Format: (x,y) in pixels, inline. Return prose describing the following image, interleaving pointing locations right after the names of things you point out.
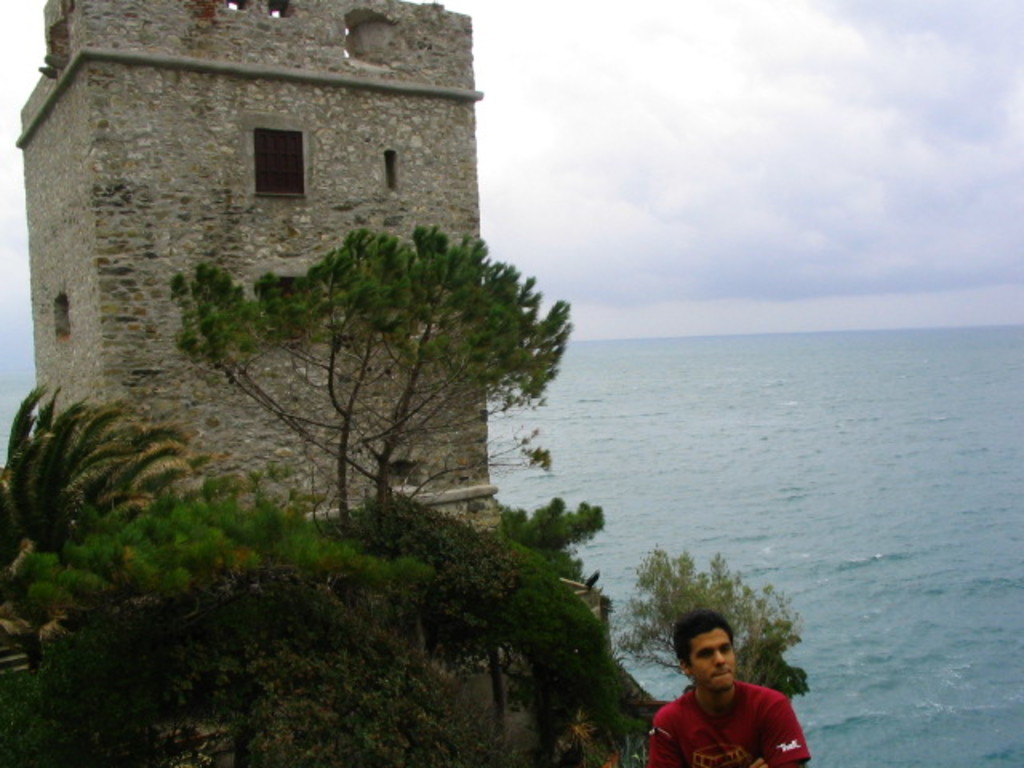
This picture is clicked outside the city. On the left (97,75) we can see a building (410,41) and the plants (468,586). On the right (722,696) there is a person (698,739) wearing red color t-shirt (729,740). In the background (760,367) there is a water body (754,376) and the sky (898,167).
